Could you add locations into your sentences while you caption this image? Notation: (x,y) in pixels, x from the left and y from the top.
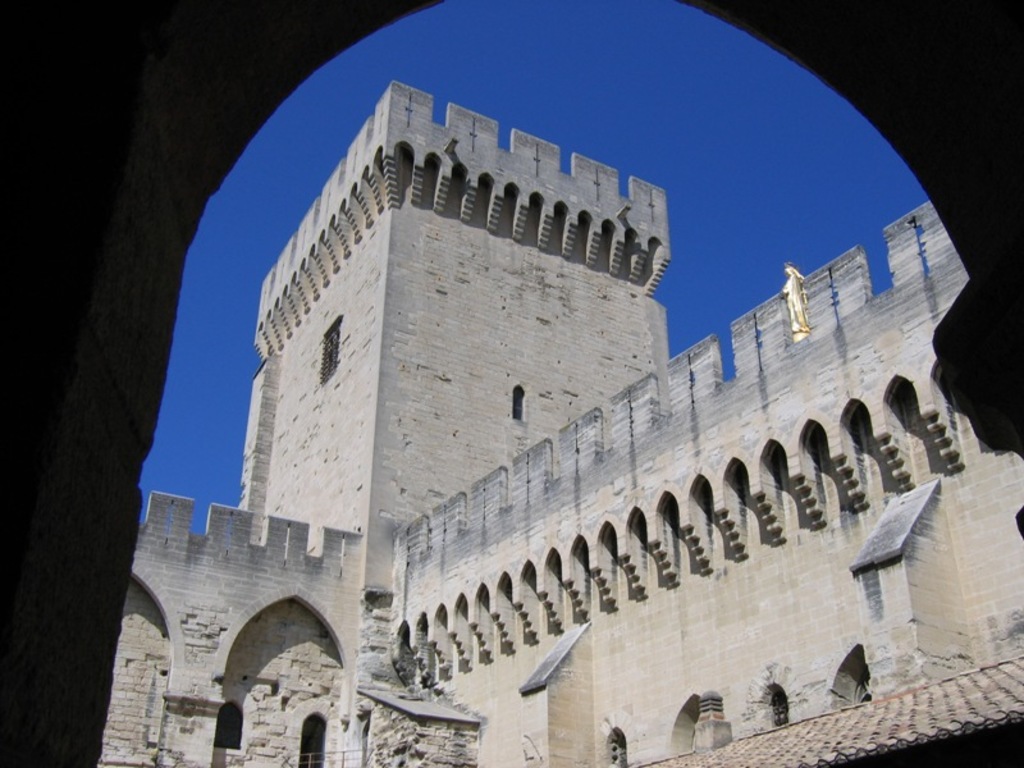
In this image there is a building (830,355), there is a sculpture (800,311) on the building (848,347), there is the sky (264,224), there is a building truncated towards the right of the image (969,204), there is a building (88,394) truncated towards the left of the image (333,734), there is a building (224,730) truncated towards the bottom of the image (968,749).
